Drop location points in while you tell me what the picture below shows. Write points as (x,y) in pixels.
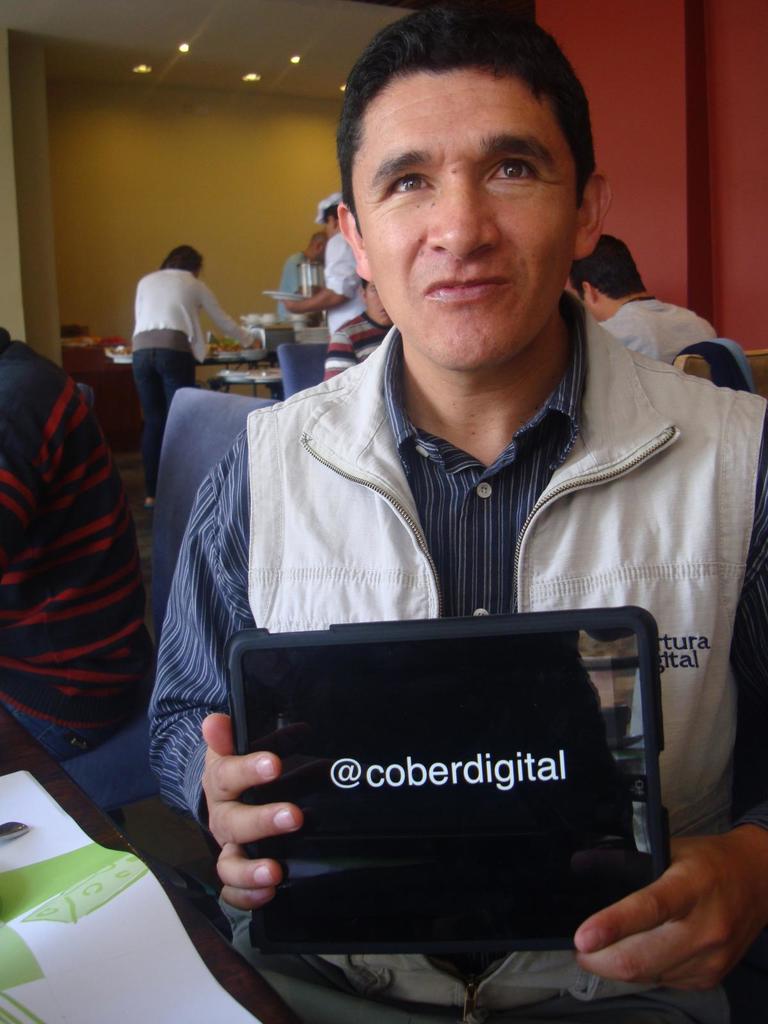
A man (457,478) is sitting in a chair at a table (169,1002). He is holding a tab (565,697) in his hands (266,867). There are some people (95,482) in the background (673,308).
